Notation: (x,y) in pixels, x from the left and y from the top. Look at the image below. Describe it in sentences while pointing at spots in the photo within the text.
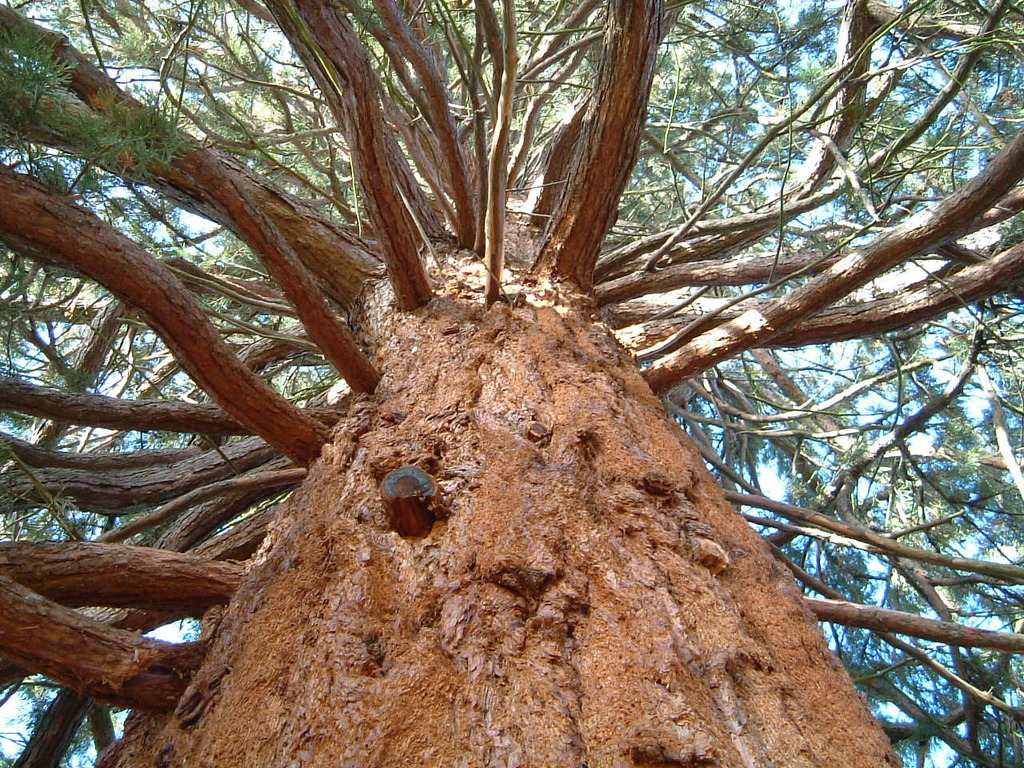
In this image I can see a tree (578,538) and the sky (792,221). This image is taken may be during a day.
